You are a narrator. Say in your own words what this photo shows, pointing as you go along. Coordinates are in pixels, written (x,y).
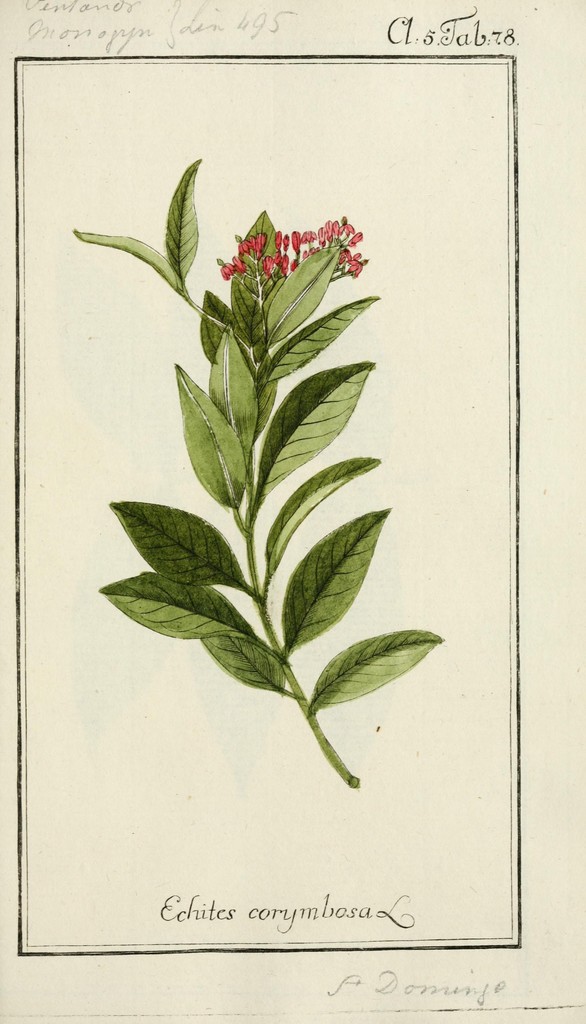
In this image we can see flowers (334,228) and leaves (238,486) on a stem (285,679).
